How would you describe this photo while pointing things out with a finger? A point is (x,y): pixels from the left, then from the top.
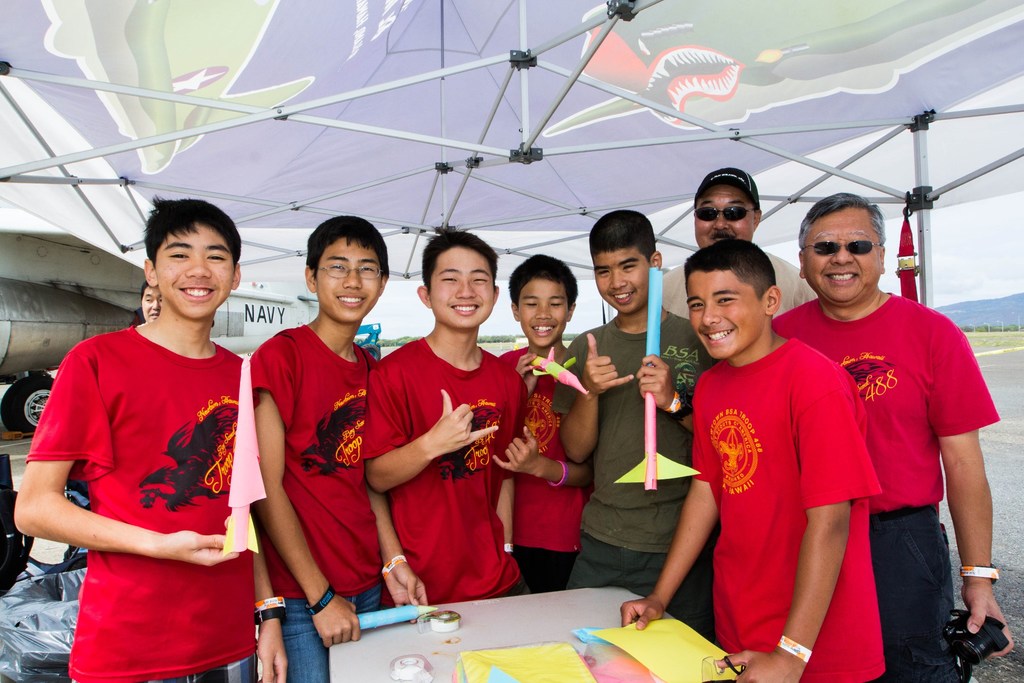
In this image I see number of people (564,435) in which these 6 of them are wearing red color t-shirts (904,302) and I see that all of them are smiling and I see that these both are holding a thing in their hands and I can also see these both are holding a thing (249,443) in their hands (339,612) too and I see a white table (675,645) on which there are few things (728,661). In the background (20,218) I see an aircraft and I see the road (1019,384) and the sky (970,270).
